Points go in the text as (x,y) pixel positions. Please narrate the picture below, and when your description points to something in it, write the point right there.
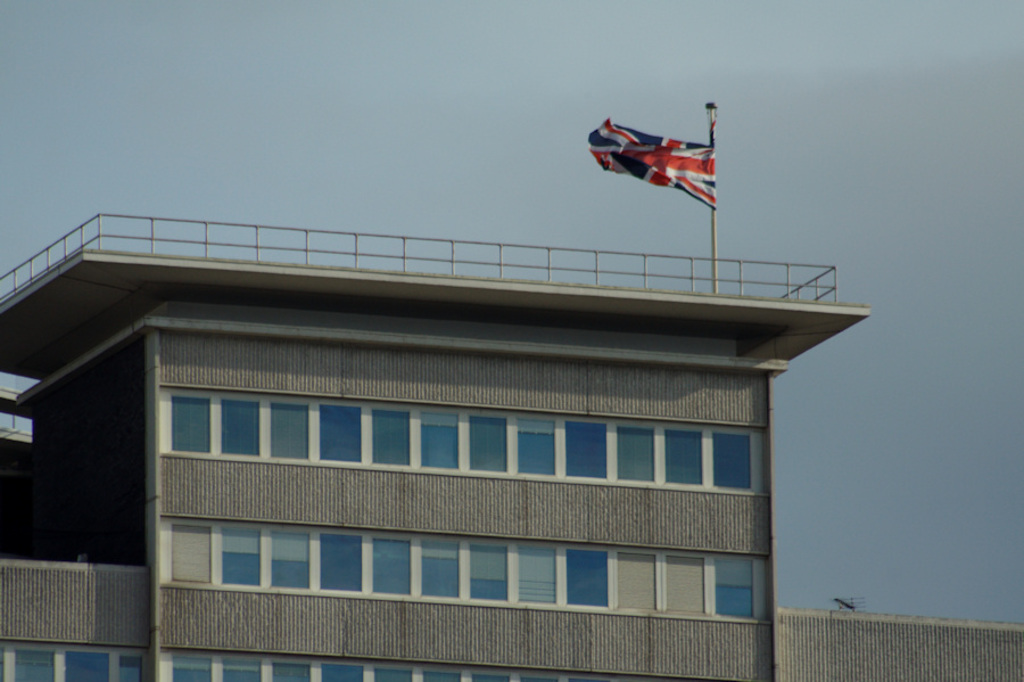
In this image in the front (436,512) there is a building (394,556) and on the top of the building (642,288) there is a flag (698,180).
